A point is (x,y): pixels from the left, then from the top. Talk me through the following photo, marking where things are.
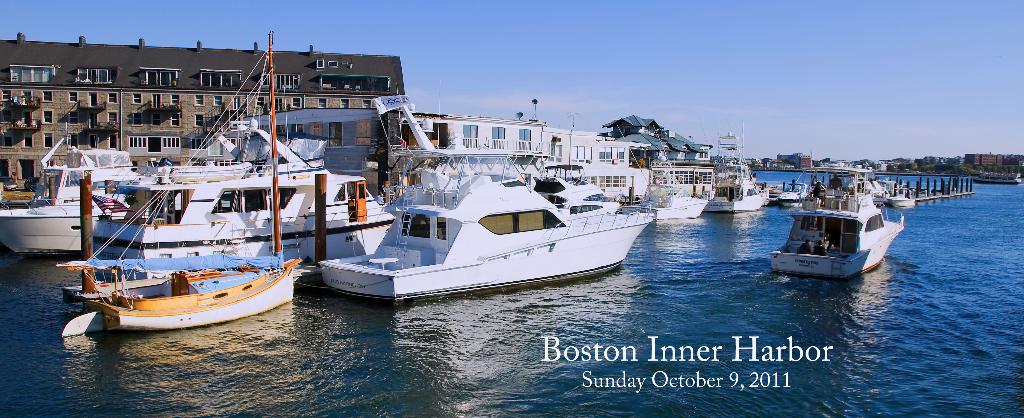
In the center of the image (498,215) we can see ships (396,216) on the ocean (639,308). In the background (213,75) we can see poles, building (151,128), vehicles (12,184), trees (922,162), water (764,173), ships (1001,172), sky (927,88) and clouds (567,107).
